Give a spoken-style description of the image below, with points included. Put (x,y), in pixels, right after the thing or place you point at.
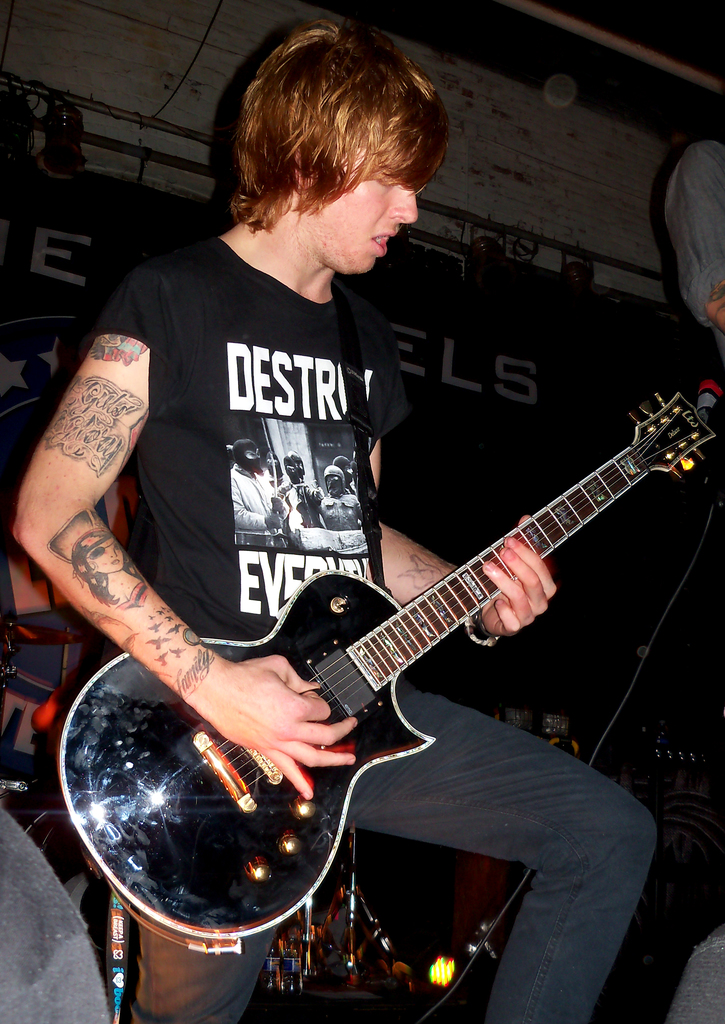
In this image we can see a person (341,487) wearing black dress (322,398) is holding a guitar (420,645) in his hand (257,723). In the background (347,944), we can see poles (336,895), lights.
